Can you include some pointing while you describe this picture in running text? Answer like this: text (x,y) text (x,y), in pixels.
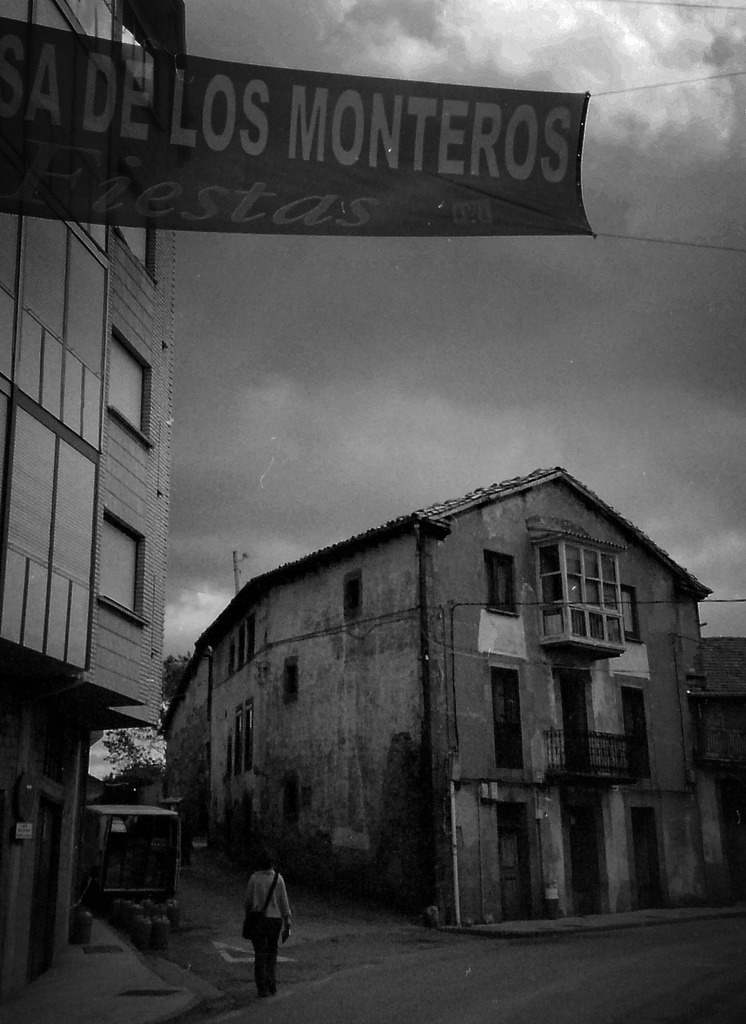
In this picture there is a building (42,921) on the left side of the image (22,939) and there is a flex (17,174) at the top side of the image (326,146), there is a man (246,898) at the bottom side of the image (261,858) and there is an old house (525,786) on the right side of the image (545,698), there is a pole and a tree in the background area of the image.
